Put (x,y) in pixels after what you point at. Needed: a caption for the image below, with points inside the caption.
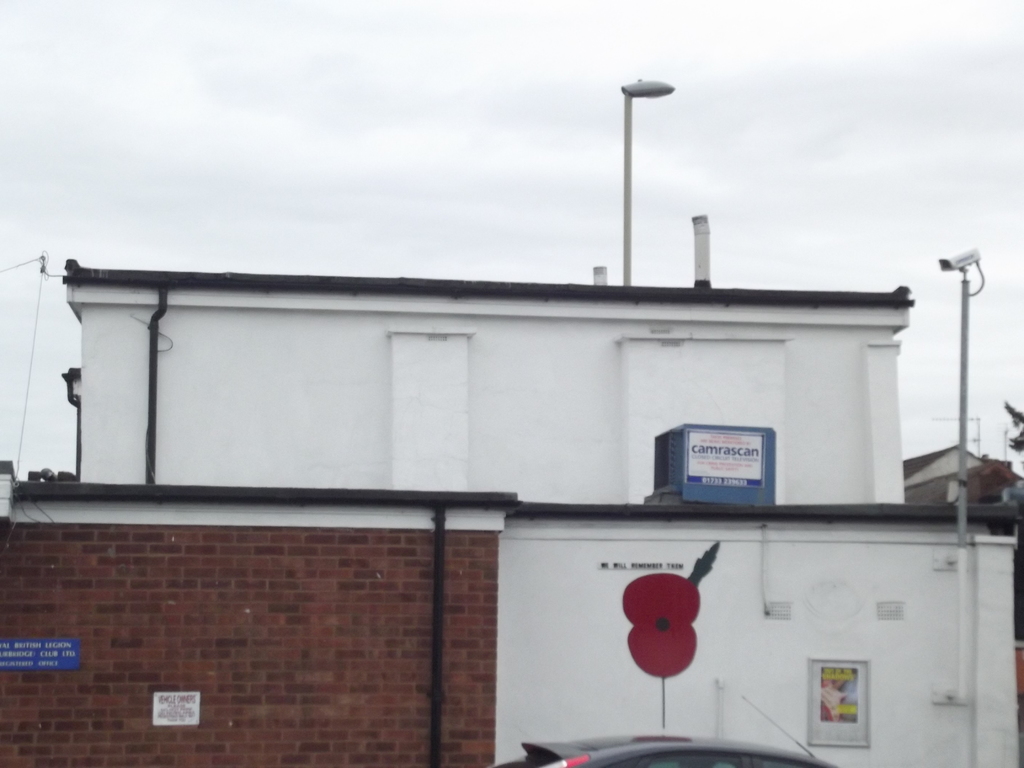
In this image there is a car (753,757) at the bottom (659,749). In the middle (505,491) there is a building (397,625). At the top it looks like a tank (378,327) to which there are pipes (153,333). On the right side (961,355) there is a pole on which there is a camera (956,260). There is a box (669,485) on the building (645,482). There is some painting (664,632) on the wall (591,635). At the top (234,130) there is the sky (248,139).
